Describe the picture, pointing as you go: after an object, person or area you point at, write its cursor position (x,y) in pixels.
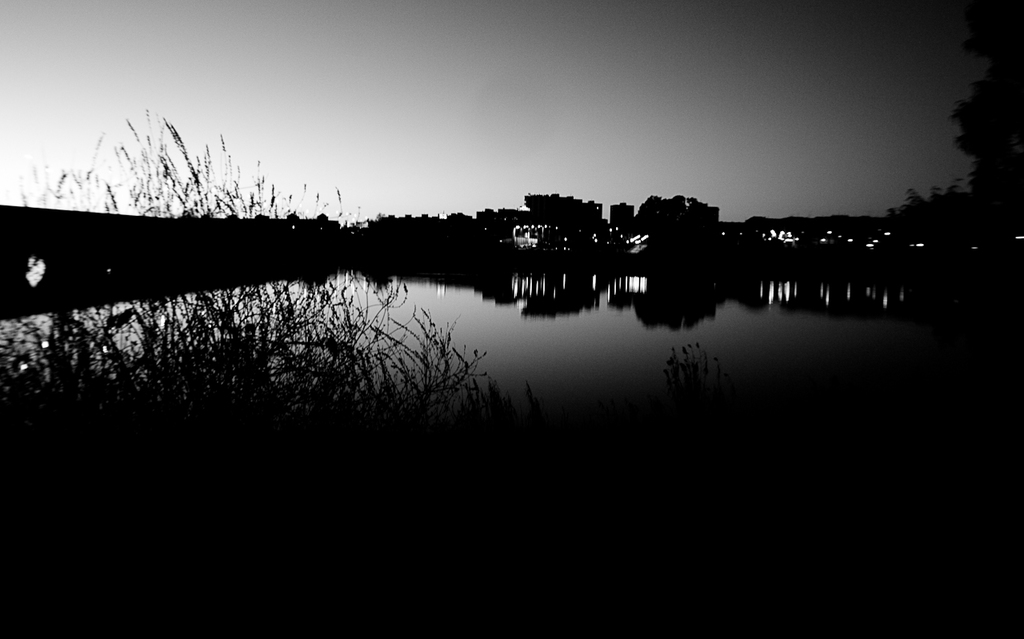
This picture is dark, in this picture we can see plants (299,426), trees (905,236) and water (423,301). In the background of the image (507,125) we can see the sky (699,115).
